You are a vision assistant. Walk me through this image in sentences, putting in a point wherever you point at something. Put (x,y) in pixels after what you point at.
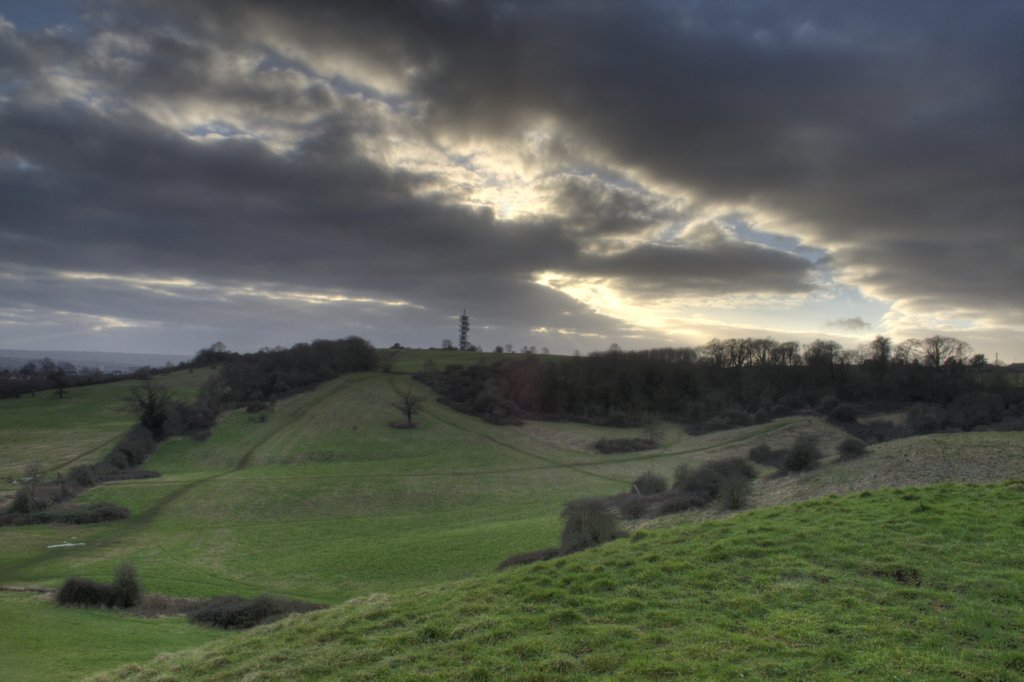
In this image I can see there is a grass (686,540) and trees (483,403). And at the top (515,183) there is a cloudy sky (549,281).
